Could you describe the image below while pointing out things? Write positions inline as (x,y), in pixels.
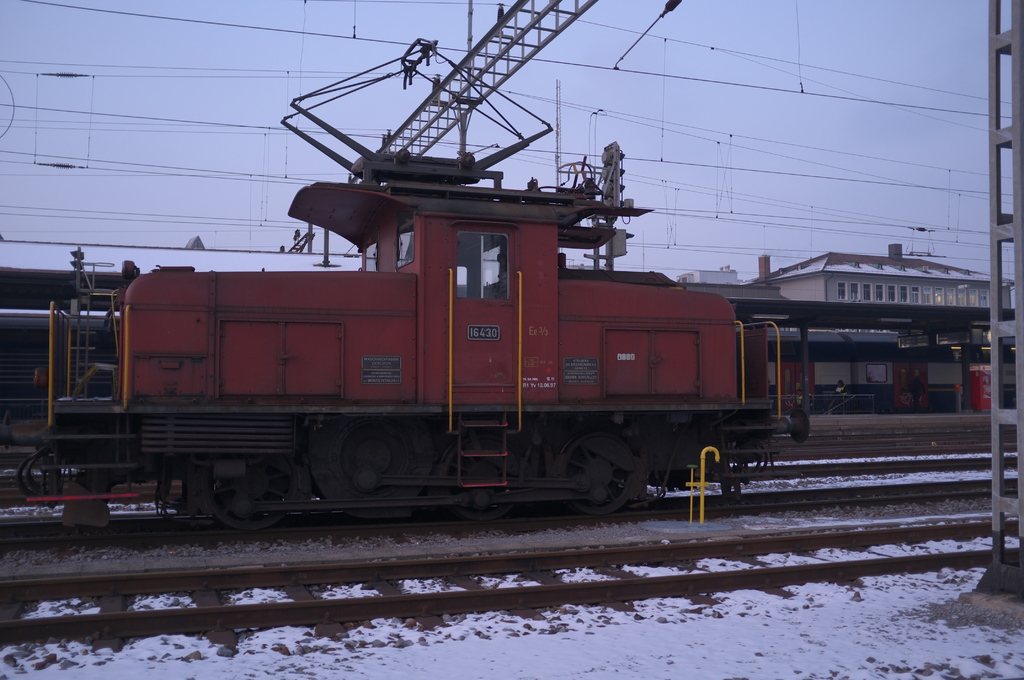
In this image I can see a train engine (745,441), train (819,361), tracks (543,589), beams (999,283), building (877,280), open-shed (867,303), sky (757,128) and objects (944,340).
